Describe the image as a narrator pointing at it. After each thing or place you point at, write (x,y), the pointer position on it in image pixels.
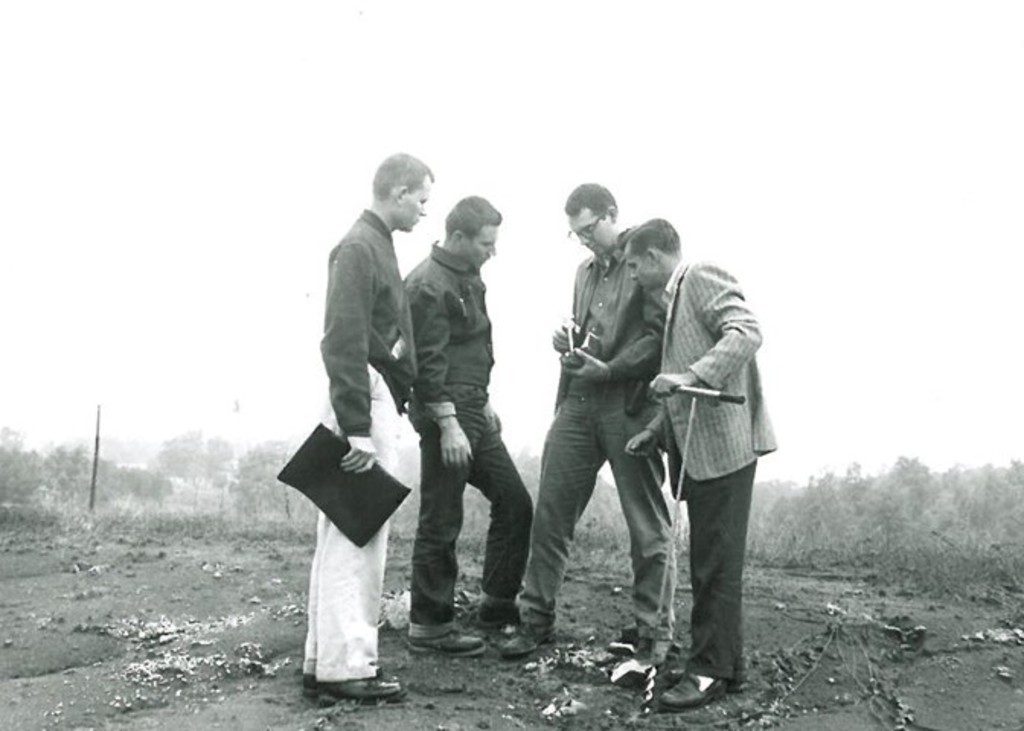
In the image we can see there are people (601,274) standing on the ground (495,644) and there is a man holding file (345,504) in his hand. There is a person (670,445) holding iron tool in his hand (681,384) and behind there are lot of trees (53,466). The image is in black and white colour.
